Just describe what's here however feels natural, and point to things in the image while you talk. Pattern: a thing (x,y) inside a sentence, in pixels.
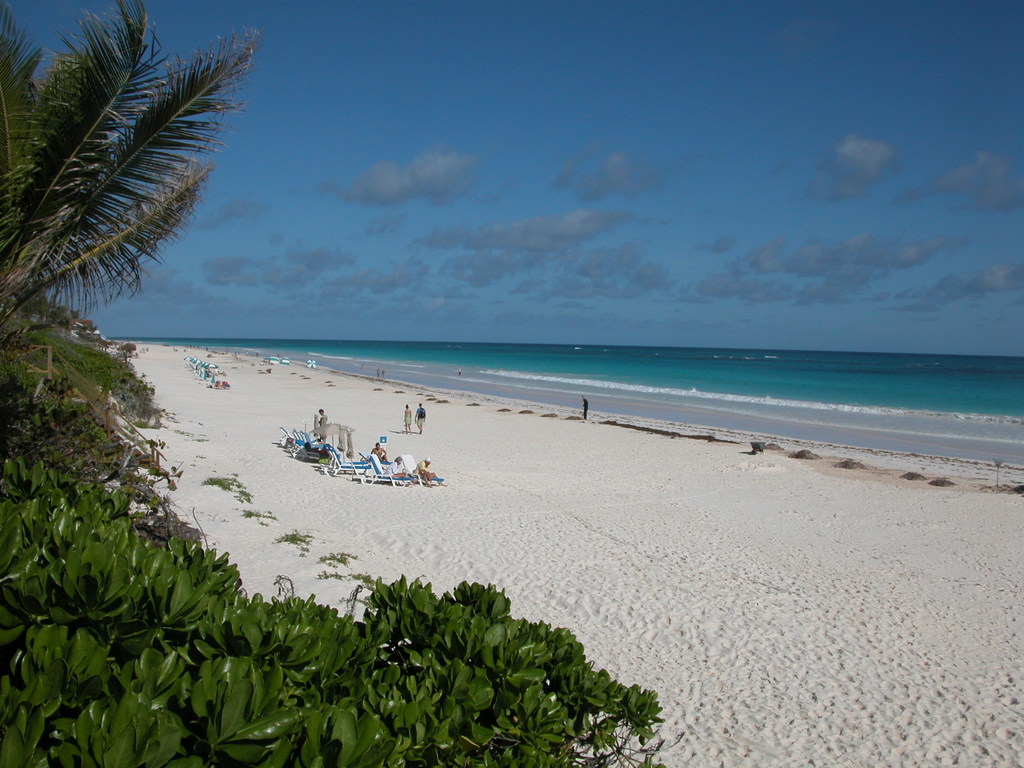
In this image we can see a beach (570,492). On the beach (236,482), we can see people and beach beds (311,447). In the background (499,355), we can see an ocean (724,379). At the top of the image (590,115), we can see the sky (549,145) with some clouds (530,237). There are trees (73,154) on the left side of the image (172,609).
